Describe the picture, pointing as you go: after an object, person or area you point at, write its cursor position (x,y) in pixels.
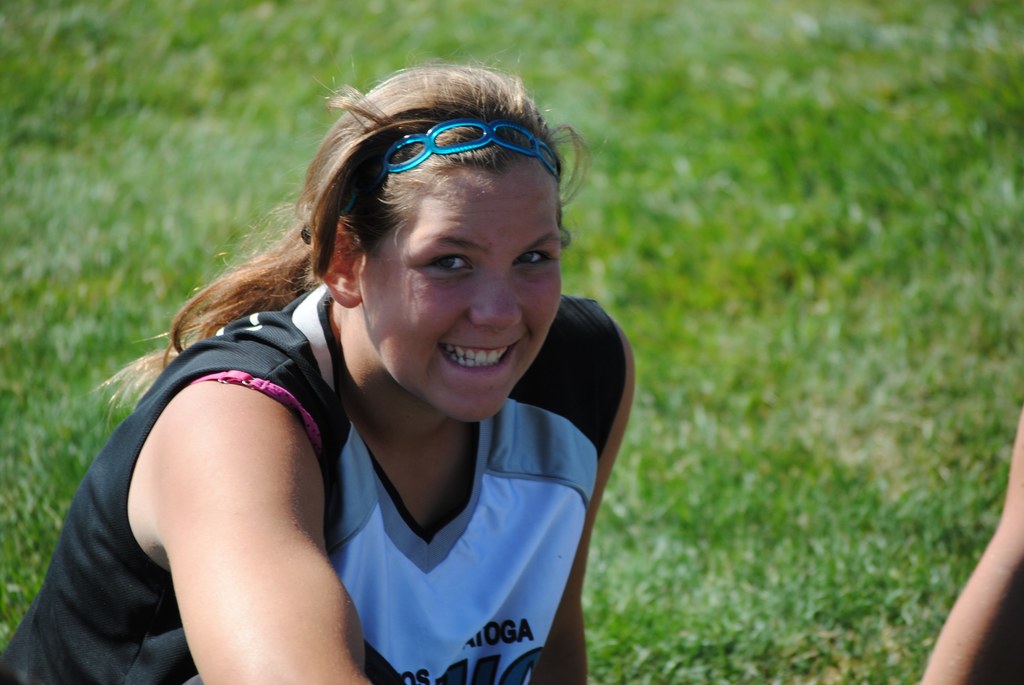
This is the woman (375,602) sitting and smiling. She wore a T-shirt (470,612) and hair band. This is the grass (758,326). At the right corner of the image (1005,565), I think this is a person's hand (979,623).
